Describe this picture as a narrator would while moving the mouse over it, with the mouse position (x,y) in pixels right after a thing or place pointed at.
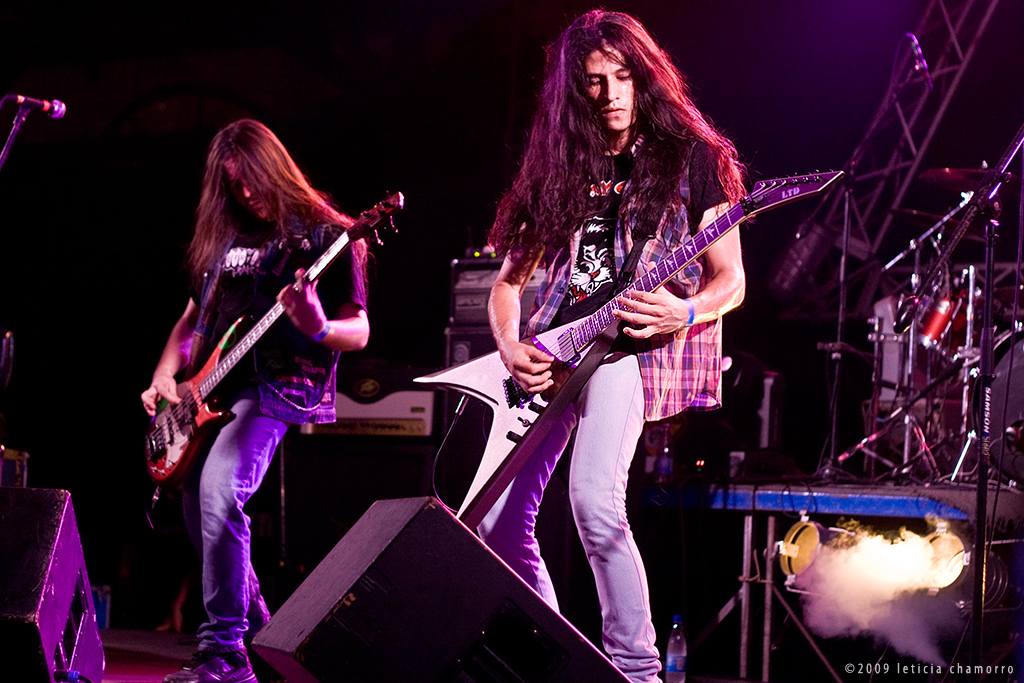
This image consists of two persons (233,485) playing guitars (539,430). It looks like a concert. At the bottom (361,656), there are speakers (383,614). To the right (957,357), there are stands (927,460). To the left (24,111), there is a mic (15,99). The background (23,155) is dark.
